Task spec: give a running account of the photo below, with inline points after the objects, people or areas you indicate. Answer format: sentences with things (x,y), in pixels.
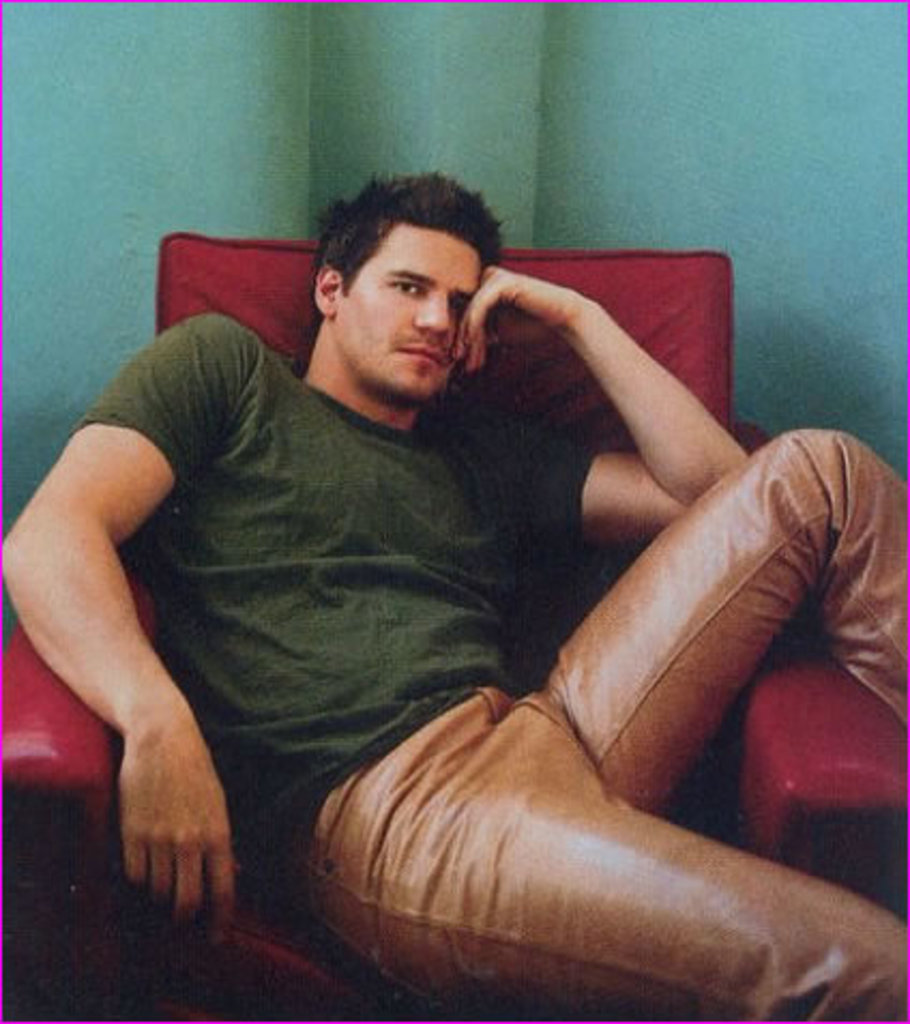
In this picture we can see a person (390,659) sitting on a chair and we can see a wall (881,77) in the background (890,67).
